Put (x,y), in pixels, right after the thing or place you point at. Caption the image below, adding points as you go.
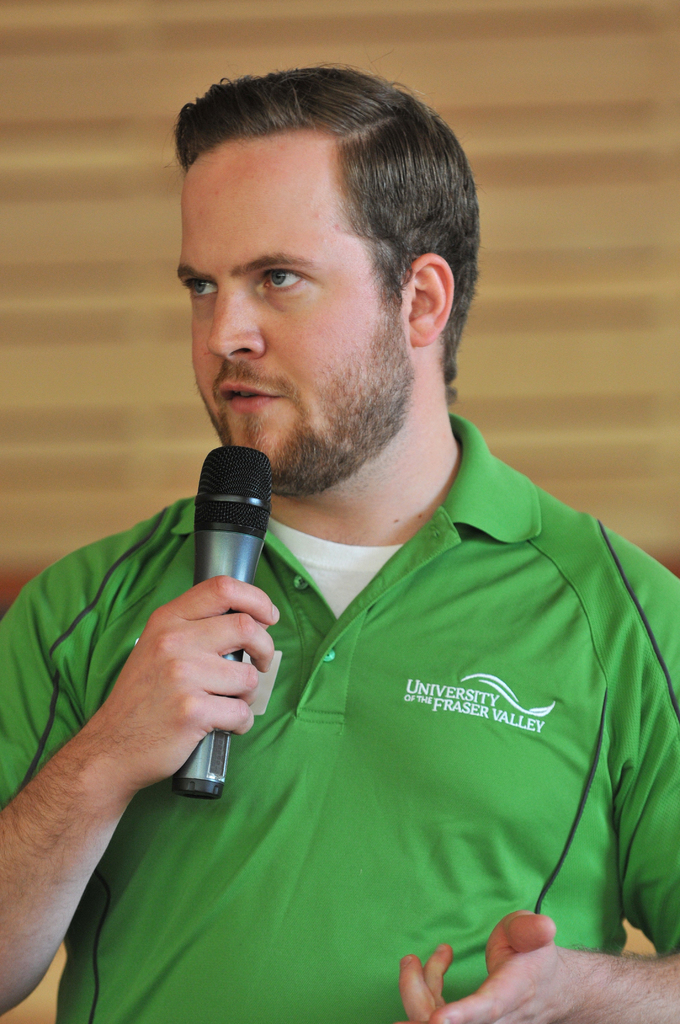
In this picture there is a boy (322,1017) at the center of the image (278,357) by holding a mic (249,544) in his hand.
